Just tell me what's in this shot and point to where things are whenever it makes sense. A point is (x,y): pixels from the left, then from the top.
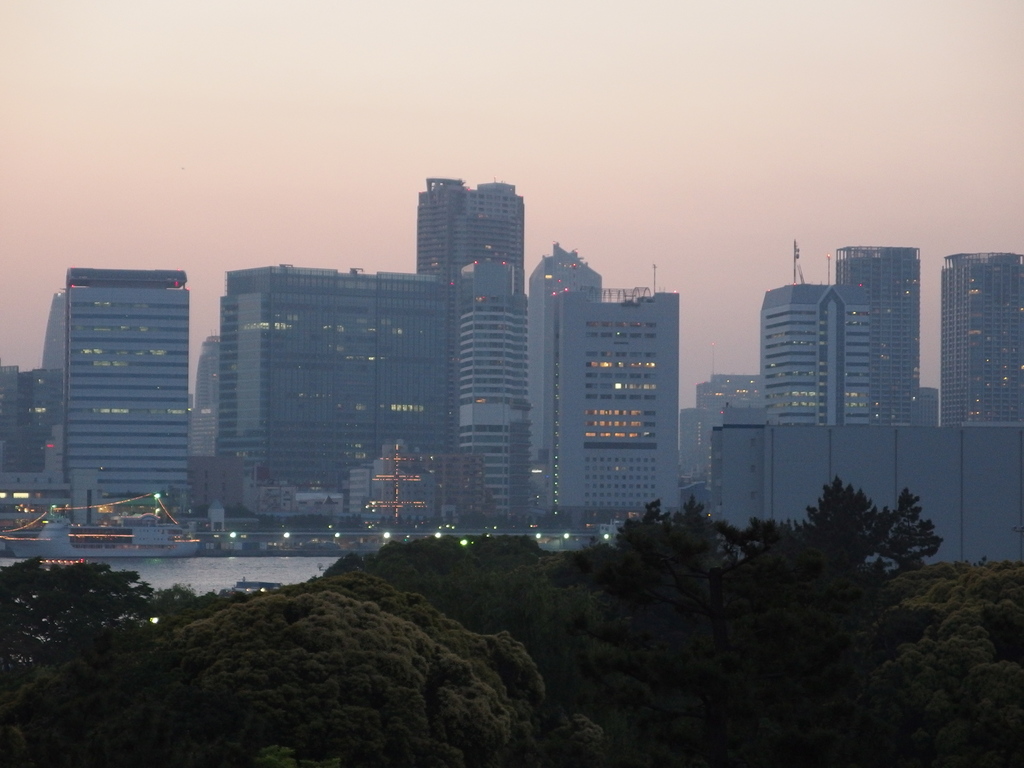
In this image I can see buildings (494,424) a boat (171,555) the water (177,567) trees (551,622) and lights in the background (567,116) I can see the sky (466,130).
